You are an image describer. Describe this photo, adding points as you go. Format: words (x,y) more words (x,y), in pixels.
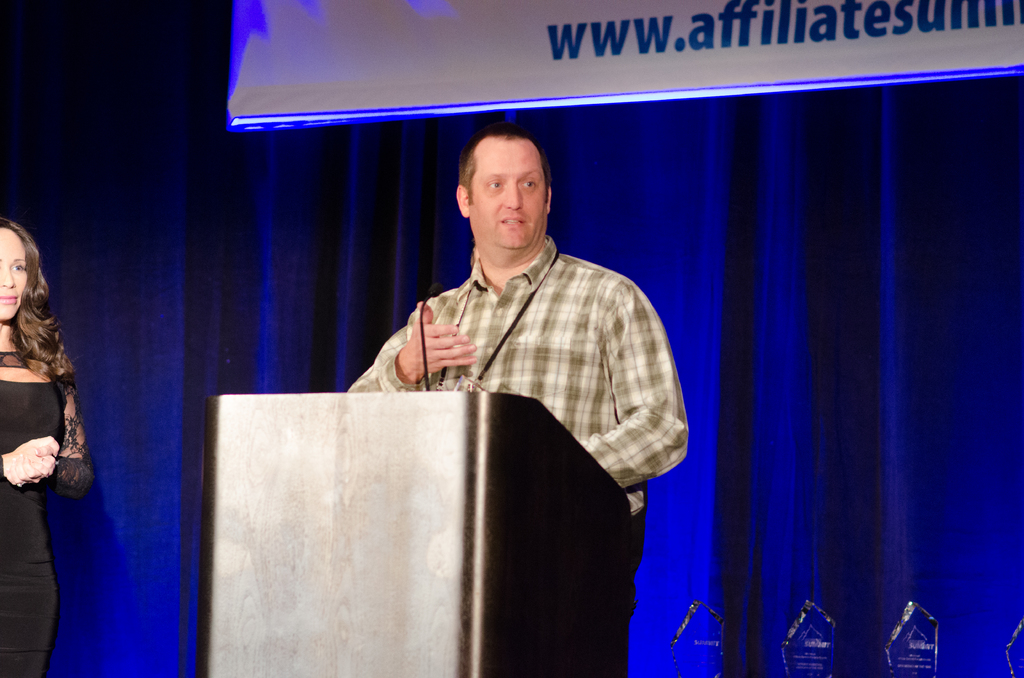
In this picture a man (436,382) standing at a podium (462,483) and speaking with the help of microphone (424,361) and looks like a glass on the podium (424,398) and I can see few mementos (713,651) and a curtain (834,375) in the background (763,263) and I can see a board (456,109) with some text (669,44) in the back (645,50) and I can see a woman (9,252) standing on the left side (28,444).
